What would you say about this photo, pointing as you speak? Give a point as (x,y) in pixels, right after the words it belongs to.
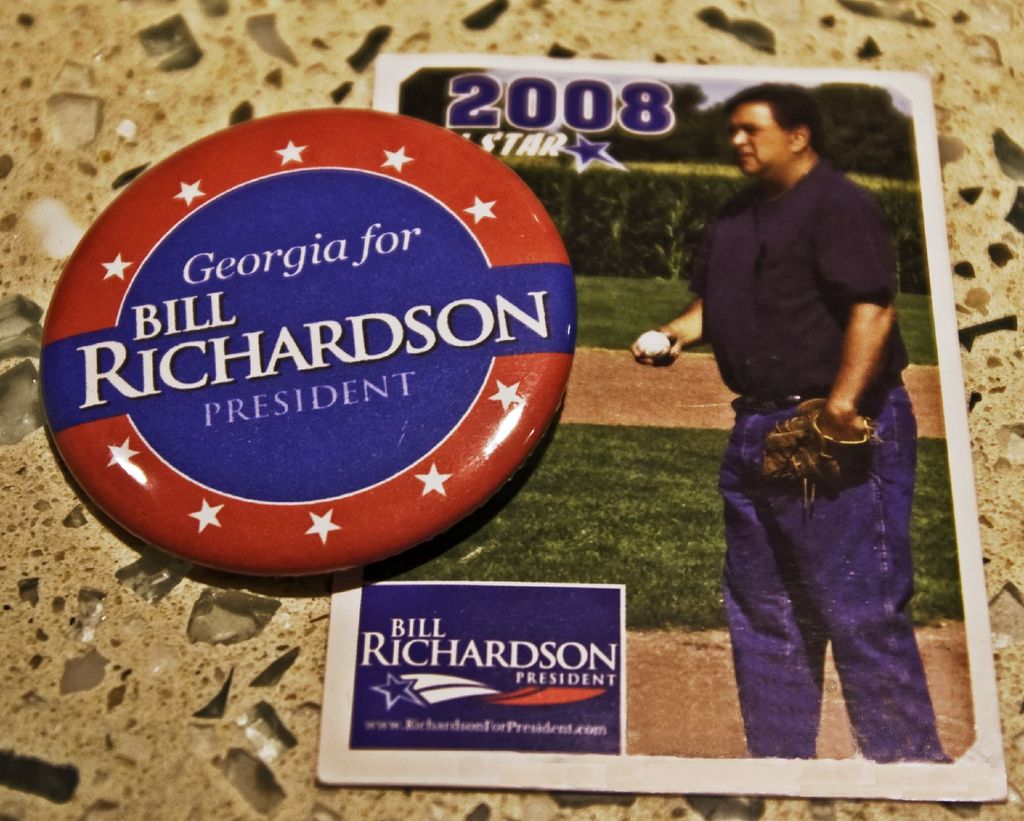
In the center of the image (402,525) there is a badge (440,203). There is a card (503,656) on the floor (179,578).
